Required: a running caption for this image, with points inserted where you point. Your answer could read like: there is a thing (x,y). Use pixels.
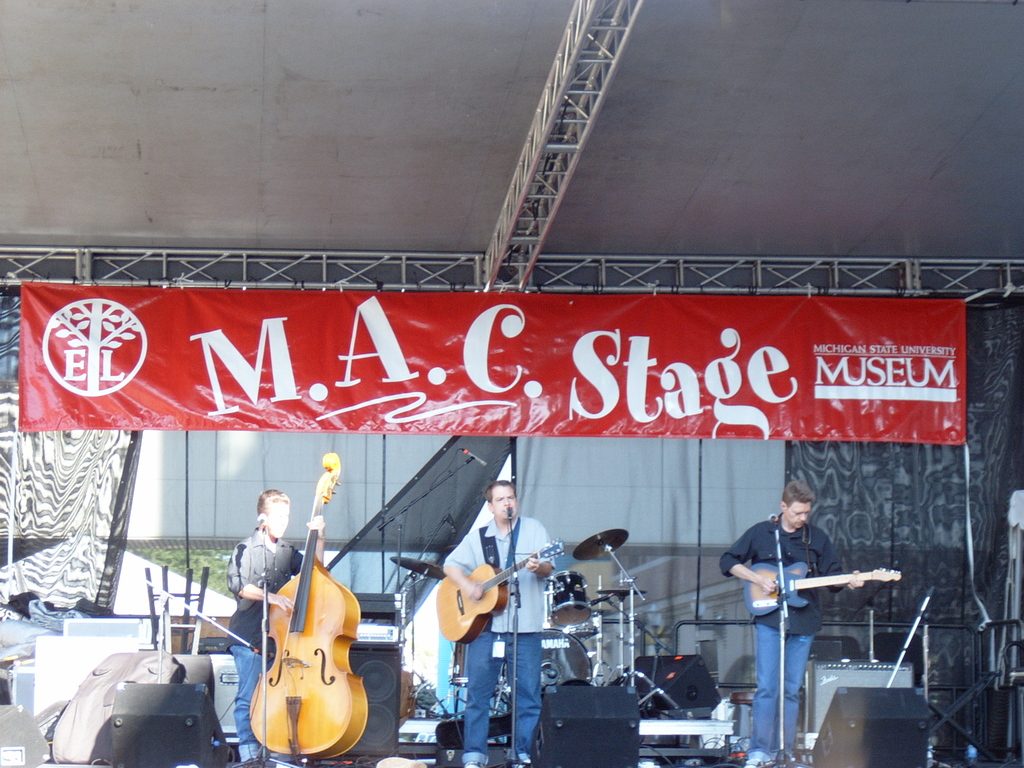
In this image i can see three persons (259,541) standing and holding musical instruments (471,623) in their hands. I can see microphones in front of them, and in the background (677,507) i can see banner (345,310) and clothes (626,485) covered and speakers (384,692).
